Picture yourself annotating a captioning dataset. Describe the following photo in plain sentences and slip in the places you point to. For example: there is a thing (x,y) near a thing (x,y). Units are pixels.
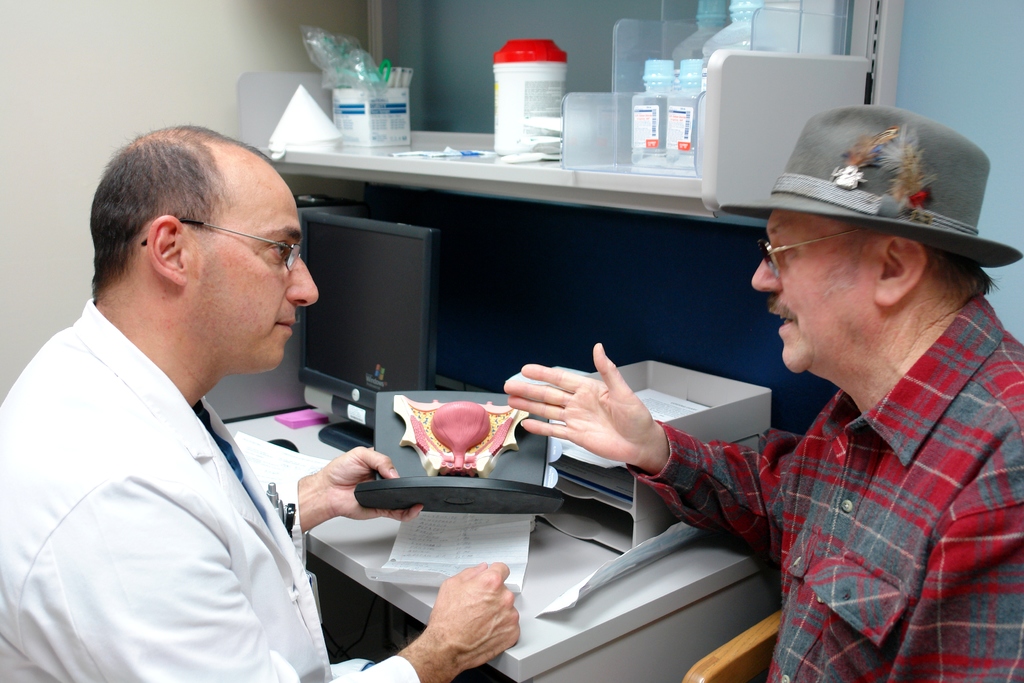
In this image, we can see persons (960,584) wearing clothes (973,532). There is a person (199,410) on the left side of the image (140,401) holding an object (488,498) with his hand (414,514). There is a table (551,592) at the bottom of the image (578,647) contains boxes (593,494) and monitor (408,380). There is a wall shelf (473,184) at the top of the image (612,183) contains some bottles (749,30).
